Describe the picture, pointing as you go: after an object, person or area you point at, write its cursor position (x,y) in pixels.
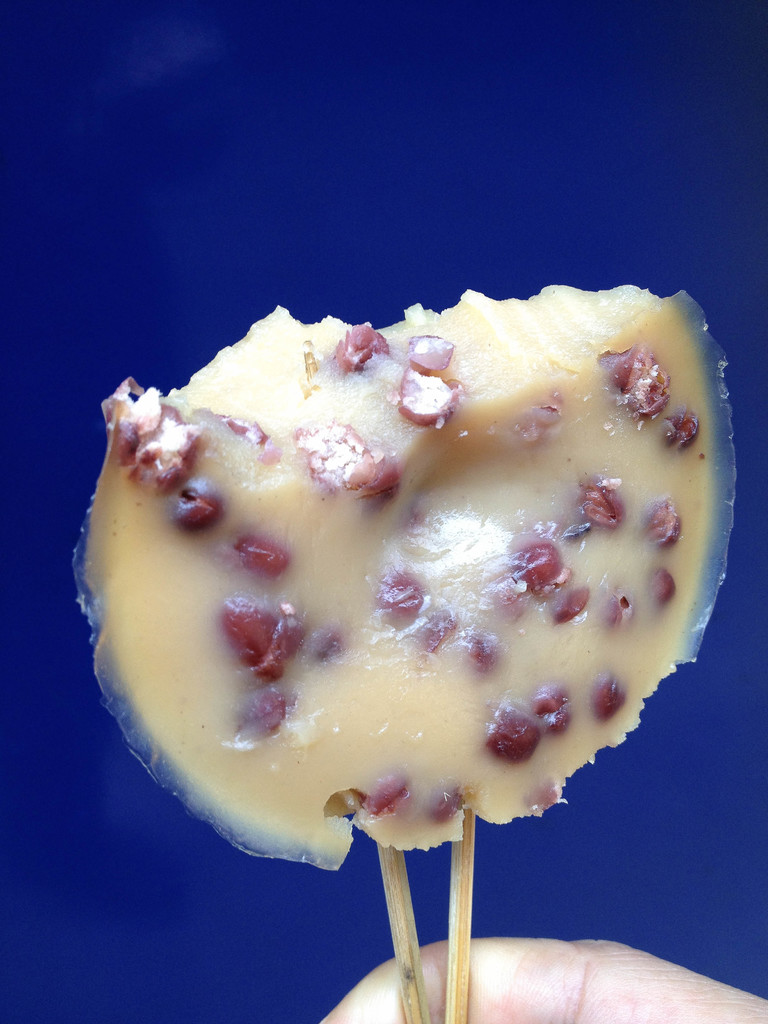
In this image we can see a food item (391,712) with sticks (474,862). At the bottom (648,990) we can see a finger (496,958) of a person (478,945). The background of the image (23,266) is blue.
